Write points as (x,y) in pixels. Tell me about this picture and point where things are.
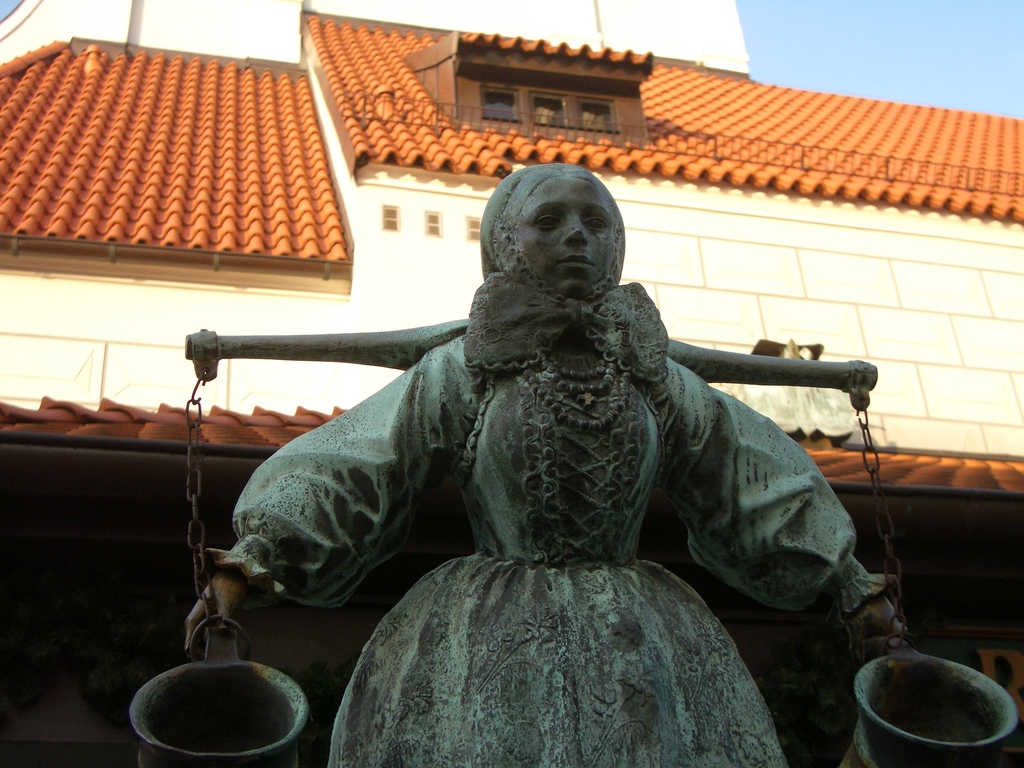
In the center of the image (540,467) there is a sculpture (424,600) of a lady (664,453) carrying buckets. In the background (533,133) there is a building (348,175) and roof part (382,72) of building (578,63) is also visible. Wall (637,187) and sky (861,61) is also present in this image.
